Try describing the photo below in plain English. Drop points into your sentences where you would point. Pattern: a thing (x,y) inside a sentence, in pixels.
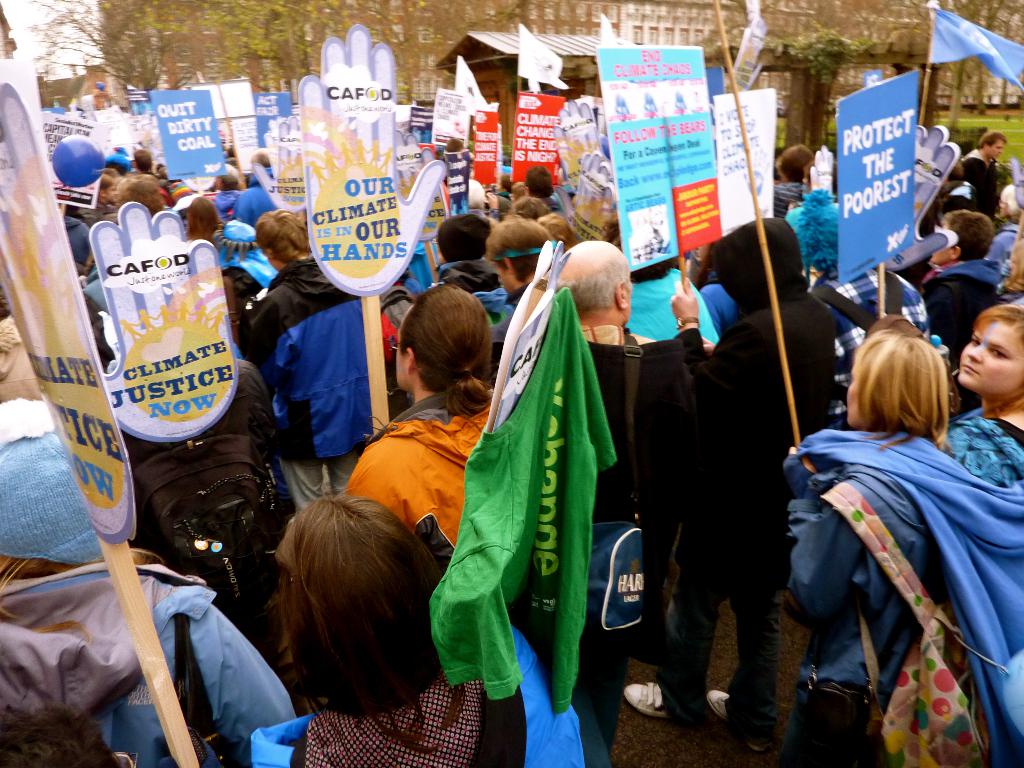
In this image we can see a group of people (758,502) standing on the ground (622,752) holding the boards (355,137) in their hands (801,459). One person (632,419) is carrying a bag (629,541). In the background (626,27), we can see building (626,27), group of trees (310,52) and the sky (38,41).
